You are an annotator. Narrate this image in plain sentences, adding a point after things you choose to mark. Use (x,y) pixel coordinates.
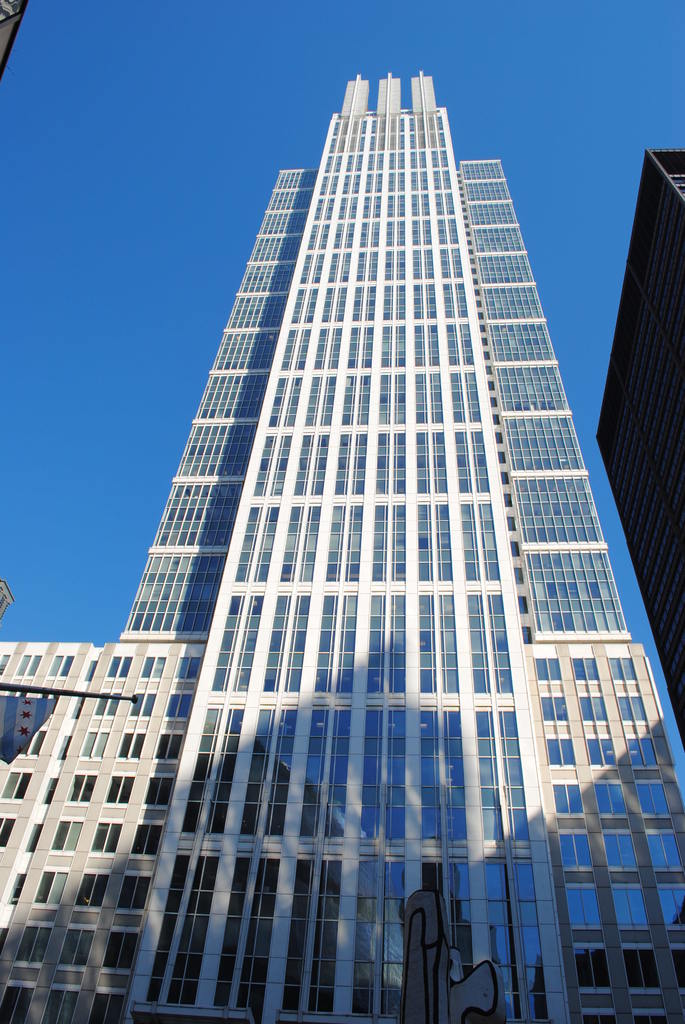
In this picture I can see few buildings (364,505) in front (666,528) and I see the clear sky (240,216) in the background (145,125).
